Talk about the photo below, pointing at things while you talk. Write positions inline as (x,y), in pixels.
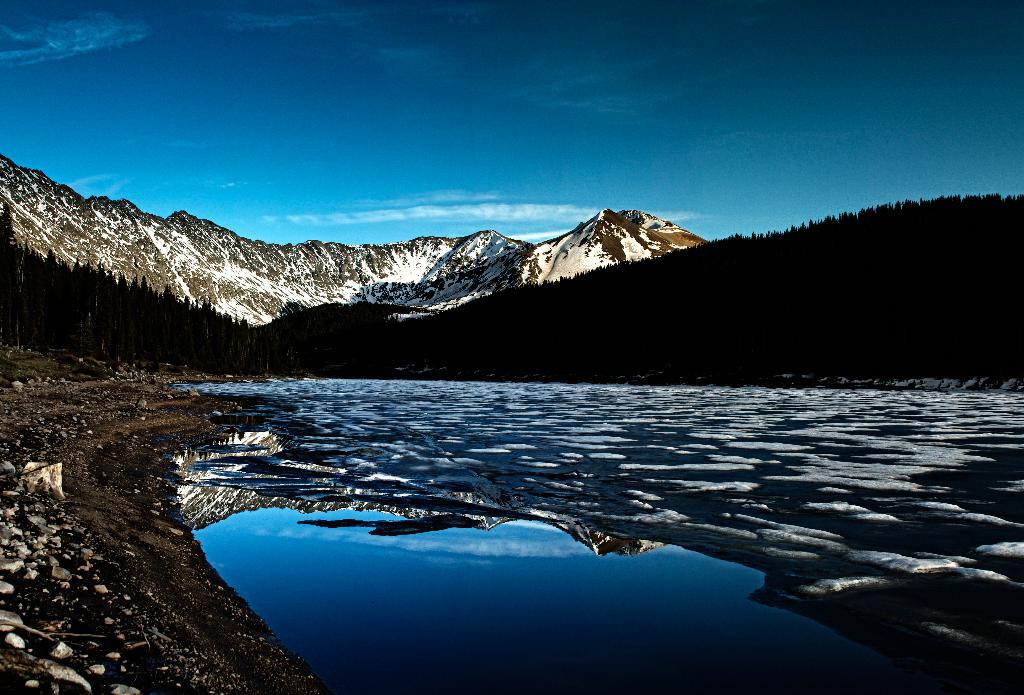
In the picture we can see a water (562,660) near to it, we can see a land surface (117,501) with some stones (8,528) and rocks (13,508) on it, in the background (38,321), we can see some trees (533,299), hills (371,321) and mountains (435,277) with snow (552,260) on it and we can also see a sky (585,141) with clouds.
